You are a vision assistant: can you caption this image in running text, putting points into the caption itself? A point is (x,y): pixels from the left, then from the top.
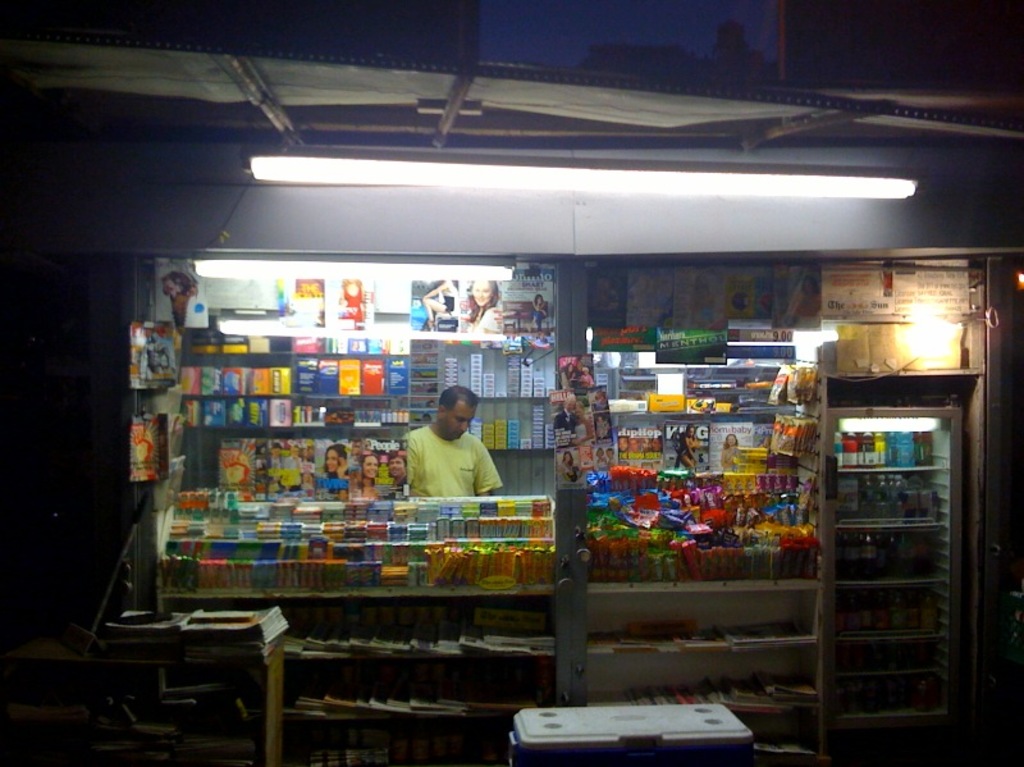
In this image there is a person (442,493) inside a shop (506,531) selling various kinds of objects (784,533), there is a tube light (875,185) on the top (357,183).
